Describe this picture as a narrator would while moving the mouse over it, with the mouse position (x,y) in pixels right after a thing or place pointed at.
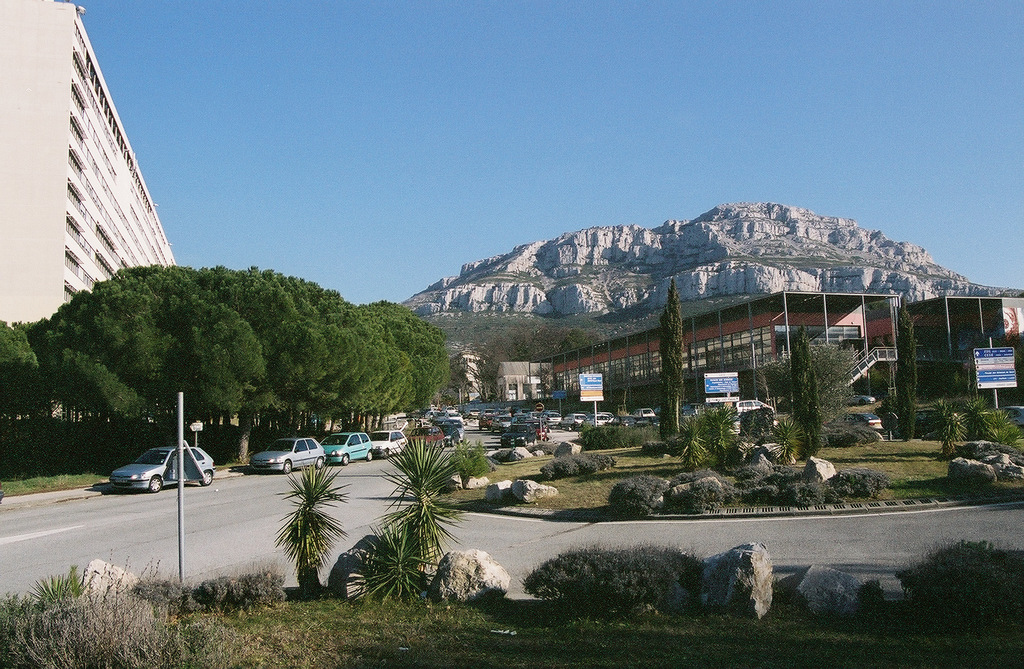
In this picture we can see a few vehicles (355,434) on the road (344,471). There are some boards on the poles (179,498). We can see some grass (428,624) on the ground (439,637) and few stones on the path (100,535). There is a building (3,287) and some trees (404,374) on the left side (224,357). We can see a building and few mountains (864,232) in the background (716,312).
